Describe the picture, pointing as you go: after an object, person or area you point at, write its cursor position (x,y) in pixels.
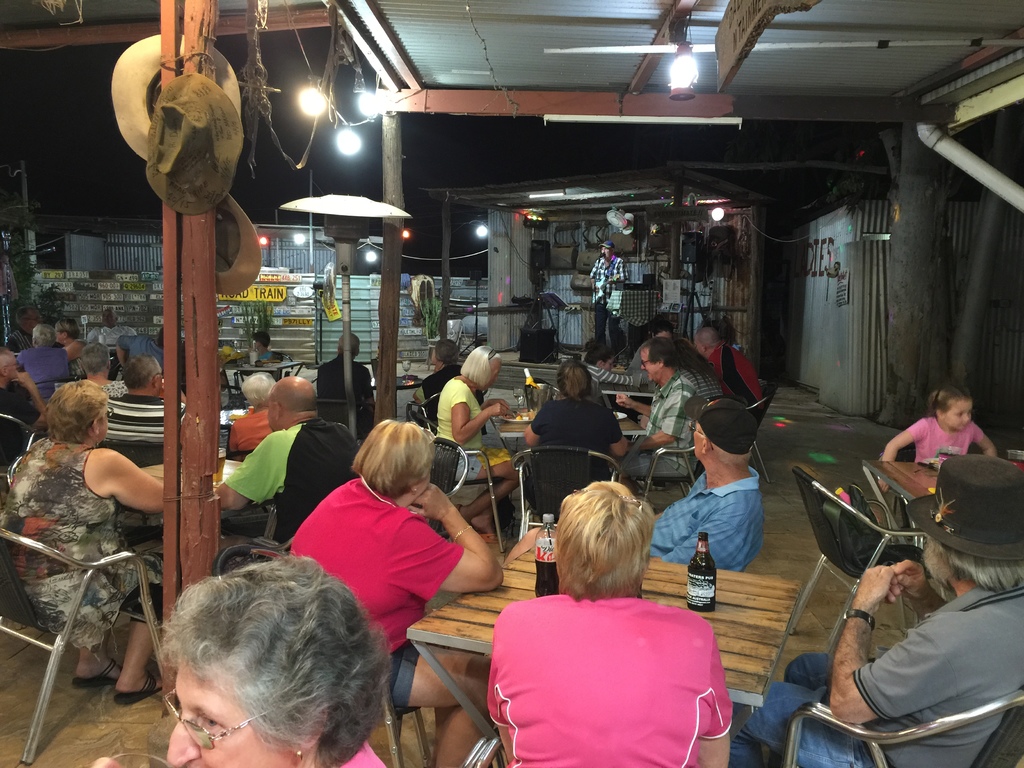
In this image I see number of people (488,363) in which most of them are sitting on chairs (915,543) and there are tables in front of them on which there are few things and I see a person (602,271) over here who is standing and I see the lights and I see hats (219,106) on this wooden pole (177,75) and I see few more wooden poles (399,254) and I see the wall (452,280) over here. In the background (428,141) it is dark and I see something is written over here.
